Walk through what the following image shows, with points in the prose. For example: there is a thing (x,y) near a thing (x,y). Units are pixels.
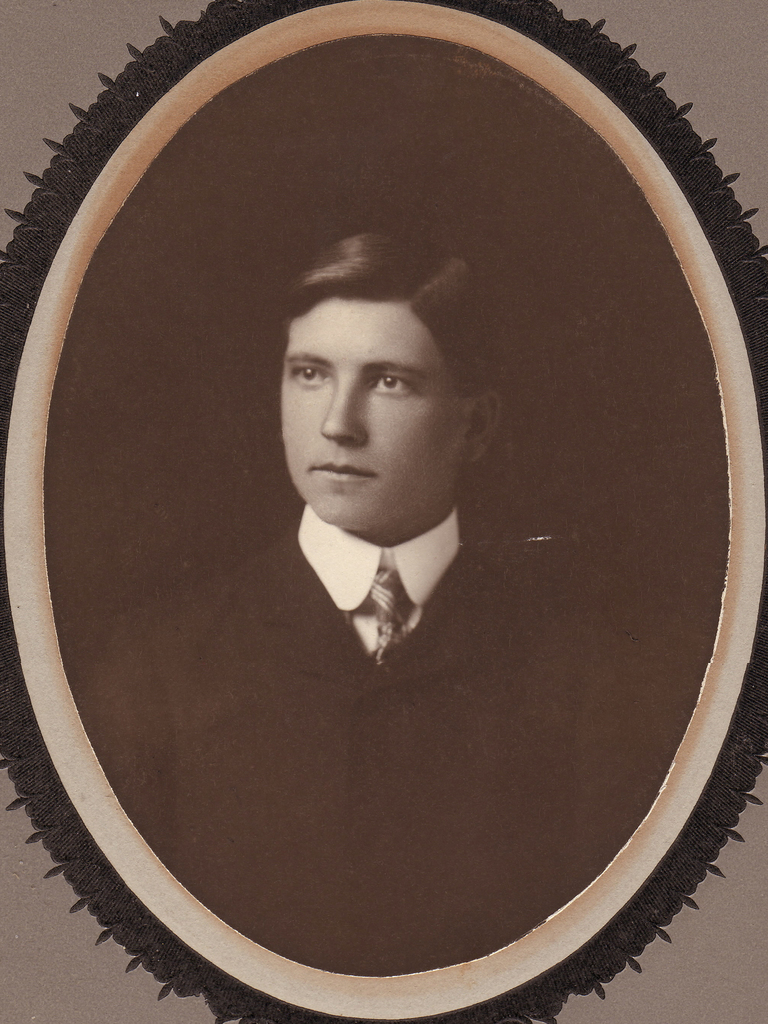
In this image in the center (501,682) there is one photo frame (16,648), in that photo frame (60,870) there is one person (262,571) and in the background (64,909) there is a wall (53,962).
